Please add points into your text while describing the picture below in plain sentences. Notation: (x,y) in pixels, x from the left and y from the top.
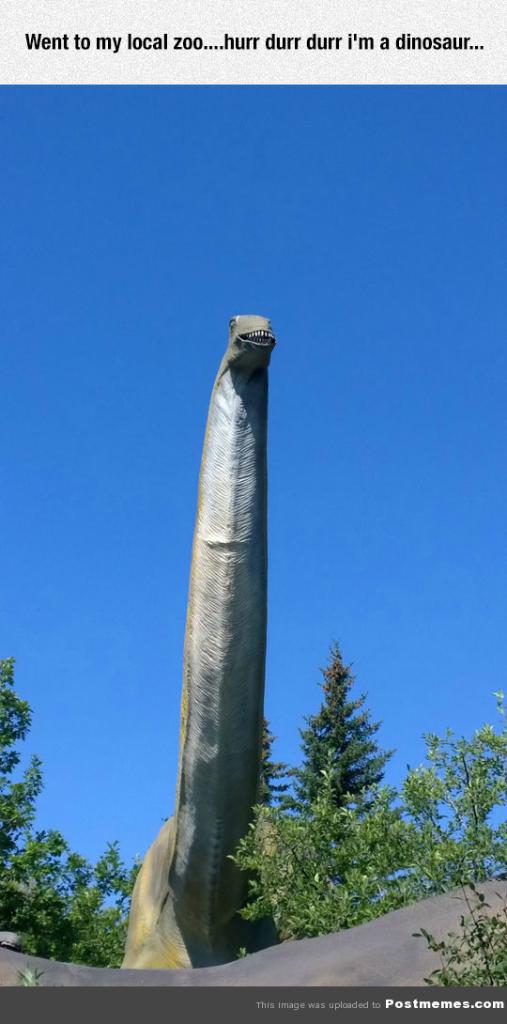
In this image I see an animal (251,378) and I see number of trees (490,960) and I see the blue sky (324,648) and I see few words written over here.
